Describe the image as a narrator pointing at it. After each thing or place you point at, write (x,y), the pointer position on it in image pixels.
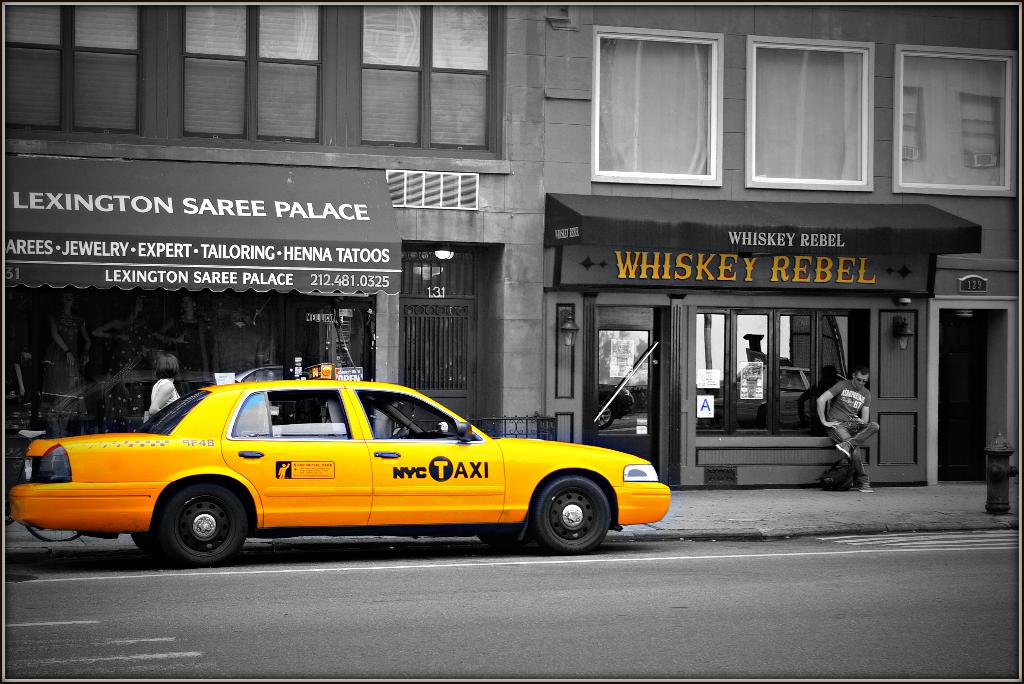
This image is taken outdoors. This image is an edited image. At the bottom of the image (523,615) there is a road (563,609). In the background (498,185) there are two buildings (605,180). There are two boards (225,219) with text (313,284) on them. A man (828,430) is sitting on the bench (804,439) and a woman (160,378) is walking on the sidewalk (809,493). On the left side of the image (261,484) a car (348,499) is parked on the road (690,551). The car (177,474) is yellow in color.
